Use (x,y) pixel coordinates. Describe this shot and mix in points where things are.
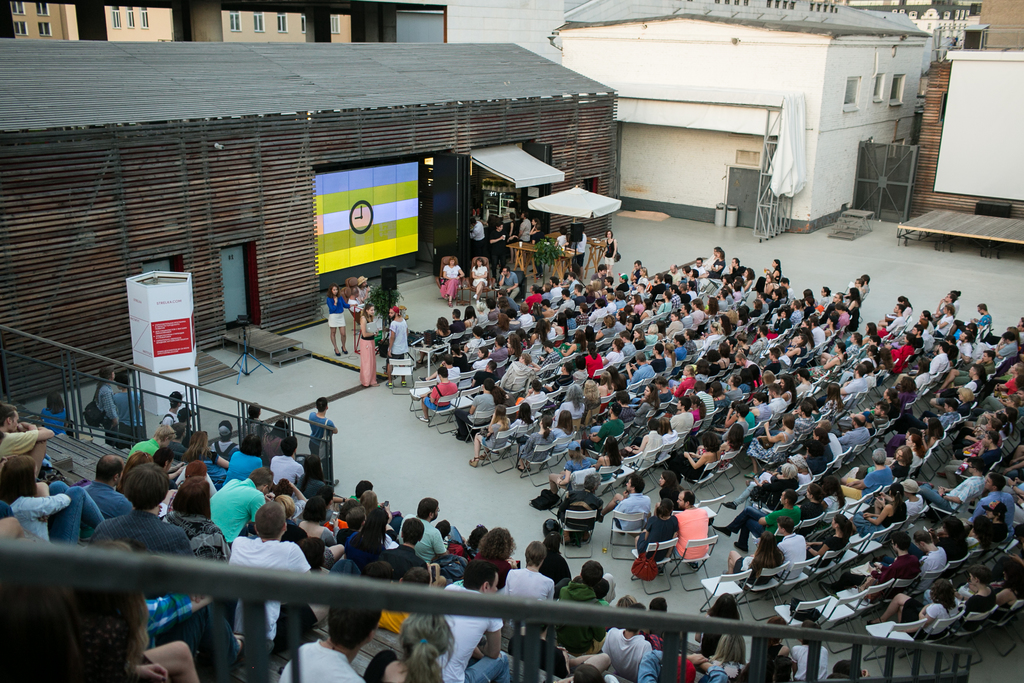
There is some event being conducted and the crowd (284,441) is sitting on the chairs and steps (59,436) of the stairs (70,454), in front of the crowd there is a projector screen (389,209) and on the screen (375,213) there is an image (363,221) of a clock (356,205), few people (396,310) are standing in front of the screen (408,232) and on the right side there are two stalls (500,173) and behind the stalls (487,162) there is a wooden compartment (332,116) and around that there are some other buildings (704,61).
